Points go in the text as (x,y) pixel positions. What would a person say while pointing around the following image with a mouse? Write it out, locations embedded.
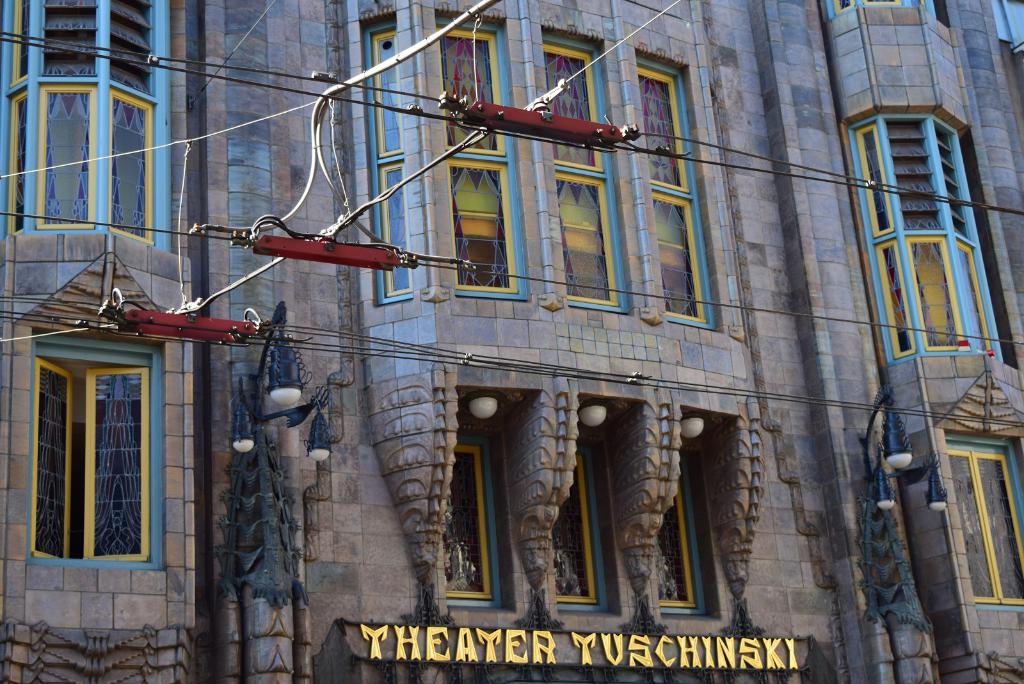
In this image we can see the front view of a building (688,473). Image also consists of electrical wires (465,142).
